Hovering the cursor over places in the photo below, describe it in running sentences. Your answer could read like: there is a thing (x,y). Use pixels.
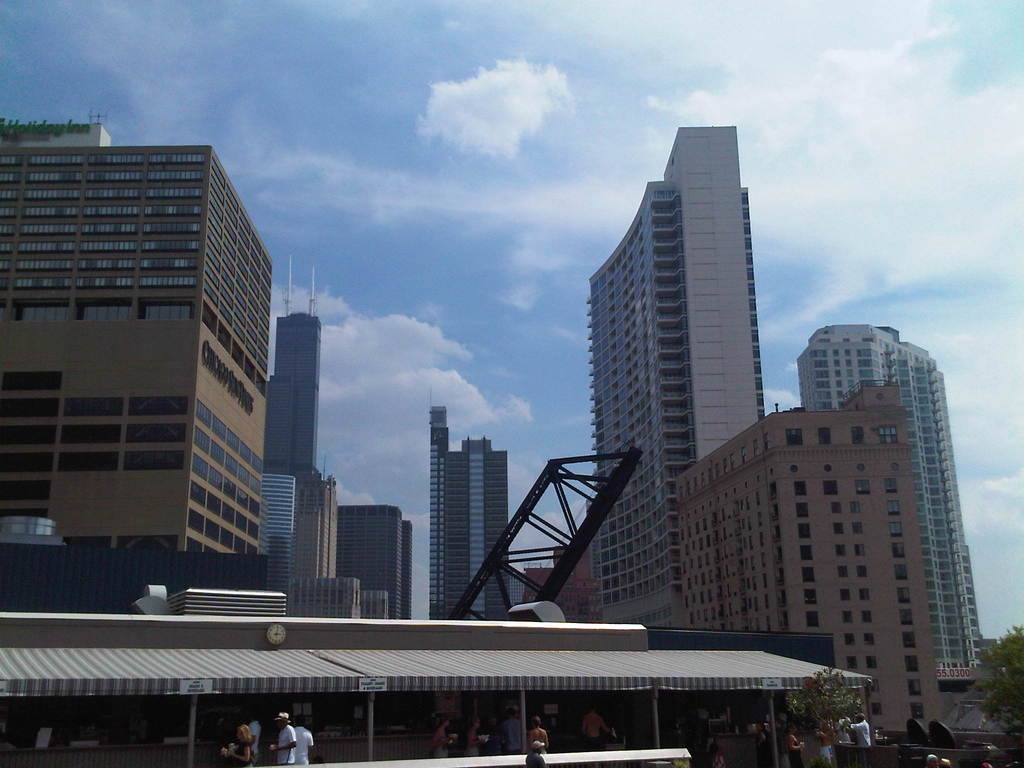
In this picture I can see there are few people (296,731) walking here at left side (288,756) and there is a building (382,721) here and there is a clock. There are few trees (1015,645) on to right (1018,662) and there are few buildings (235,429) in the backdrop (635,396) and it has few windows (111,430) and the sky (1017,435) is cloudy.
